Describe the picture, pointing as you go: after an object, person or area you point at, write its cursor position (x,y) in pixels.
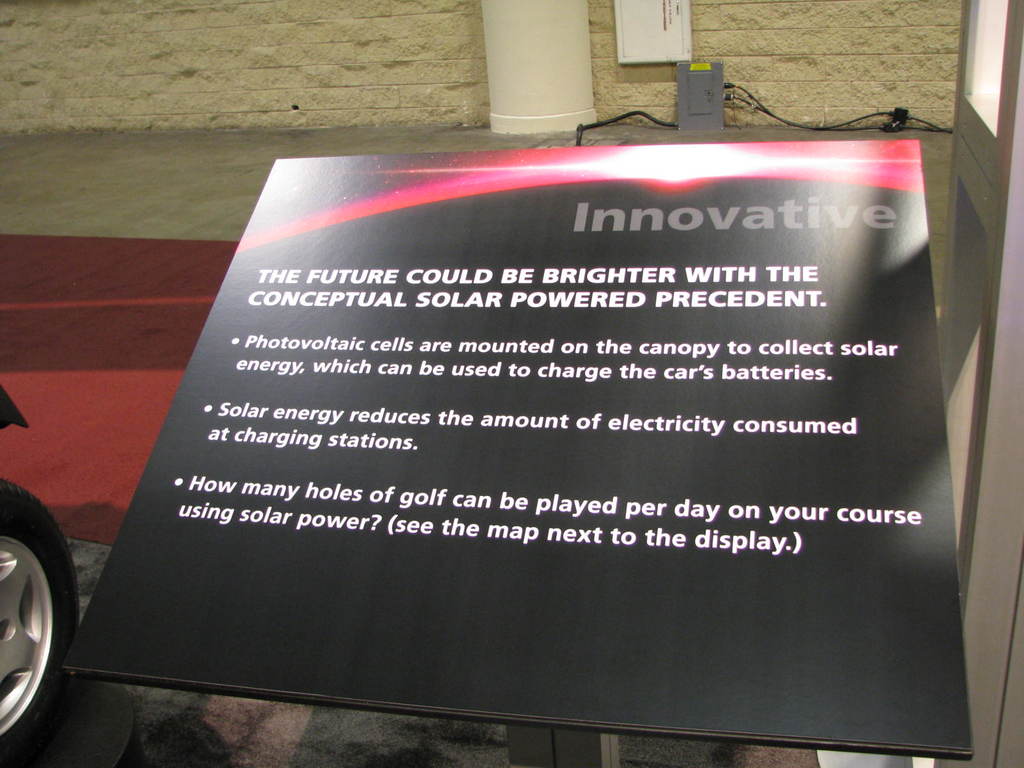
In the foreground of the image (531,445) there is a board (639,524) with some text (636,522) on it. To the left side of the image (11,500) there is a vehicle Tyre (36,579). In the background of the image (188,94) there is wall (163,95).
